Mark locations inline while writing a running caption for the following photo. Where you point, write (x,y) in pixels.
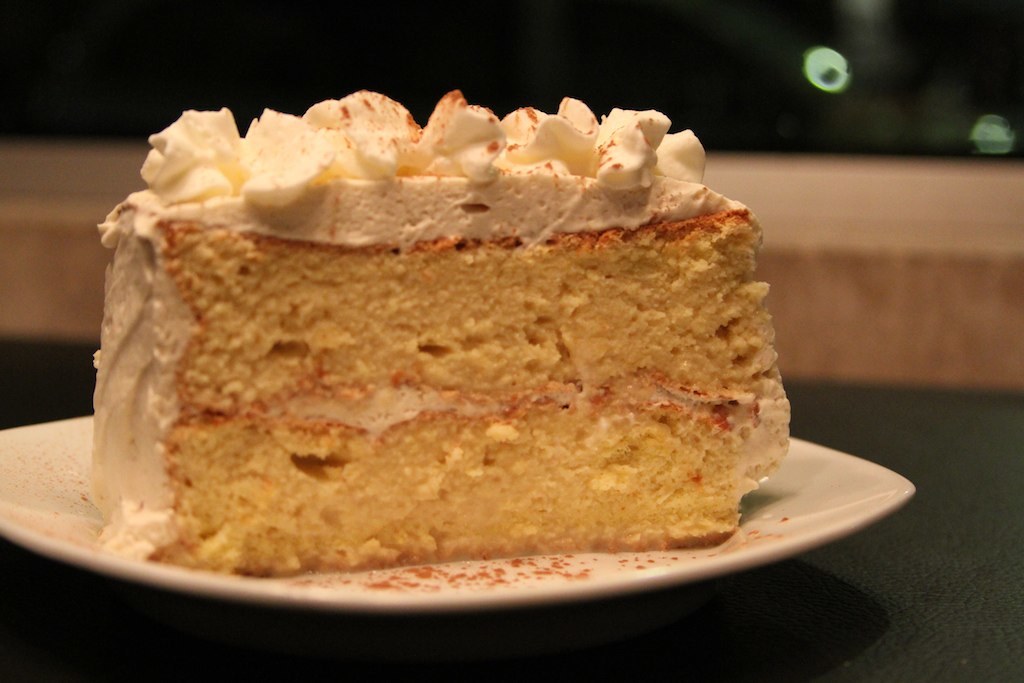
In the image there is a piece of cake (479,389) on the plate (823,533). And there is a blur background (939,307).
